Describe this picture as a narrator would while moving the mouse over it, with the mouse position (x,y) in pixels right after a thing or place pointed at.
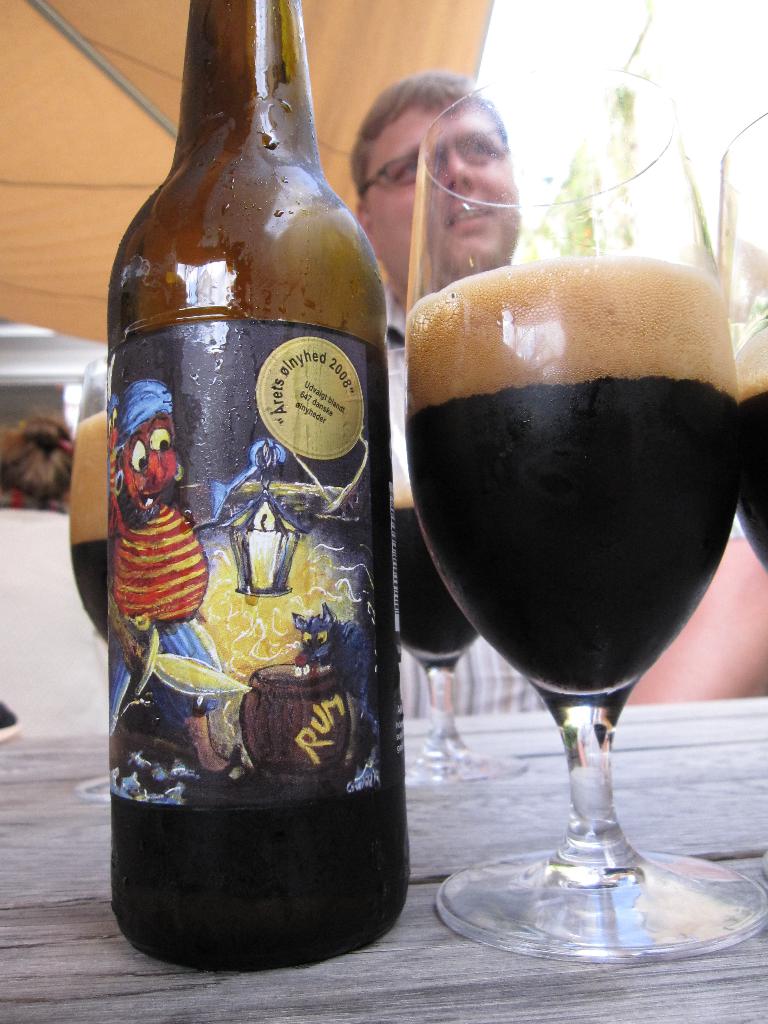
There is a beer bottle (226,467) and a glass (555,432) with a drink (557,394), placed on the table (390,975). In the background (435,231) there is a man (411,153) sitting in front of the table (435,787), wearing spectacles (409,162).
